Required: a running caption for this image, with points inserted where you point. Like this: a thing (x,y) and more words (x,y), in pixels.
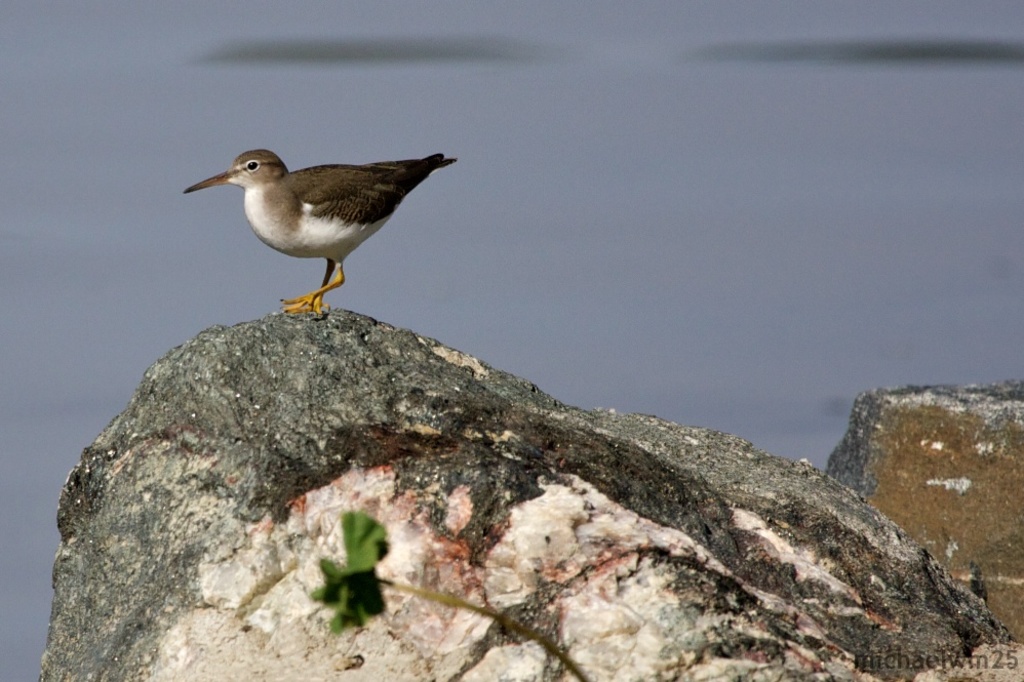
In this image we can see a bird (253,170) on the stone (462,432). There is a plant (365,602). The background of the image (5,106) is not clear.
